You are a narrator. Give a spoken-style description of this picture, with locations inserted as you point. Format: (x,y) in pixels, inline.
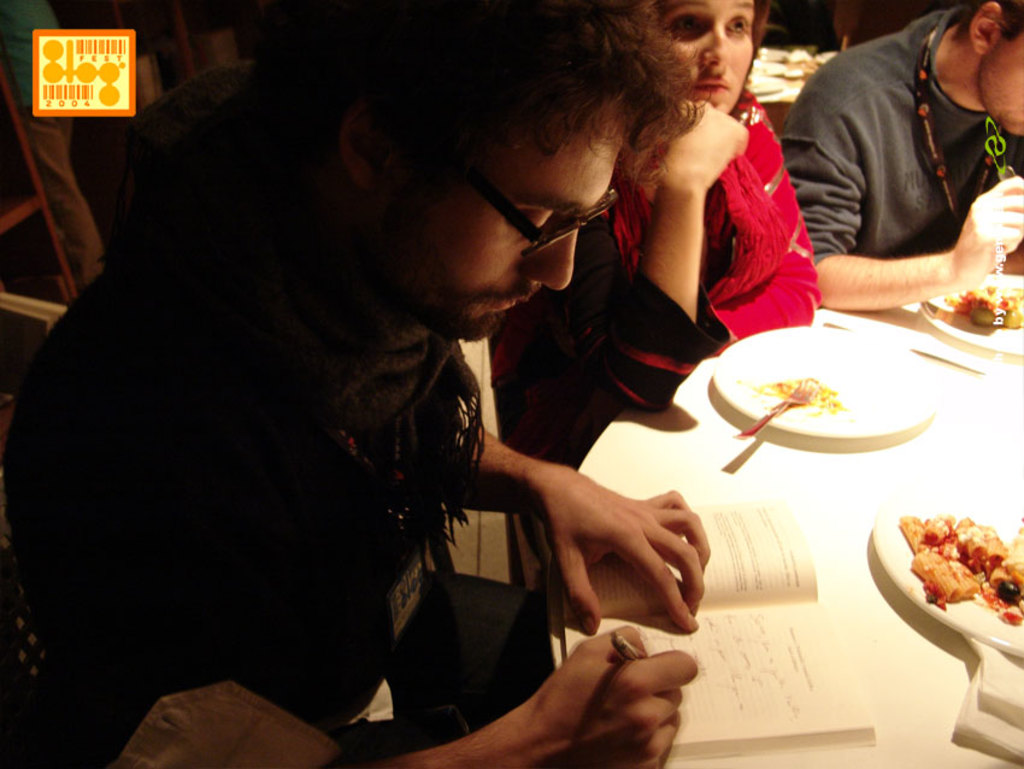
In this image we can see there are people (636,644) sitting and one person (639,639) holding a pen (642,650), in front of them, we can see the table (882,632), on that there are plates (863,385), book (846,687), papers (1022,712), fork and some food items (921,535). At the back (28,48) we can see the person (78,235) standing and the object (30,214) looks like a stand (40,181).
